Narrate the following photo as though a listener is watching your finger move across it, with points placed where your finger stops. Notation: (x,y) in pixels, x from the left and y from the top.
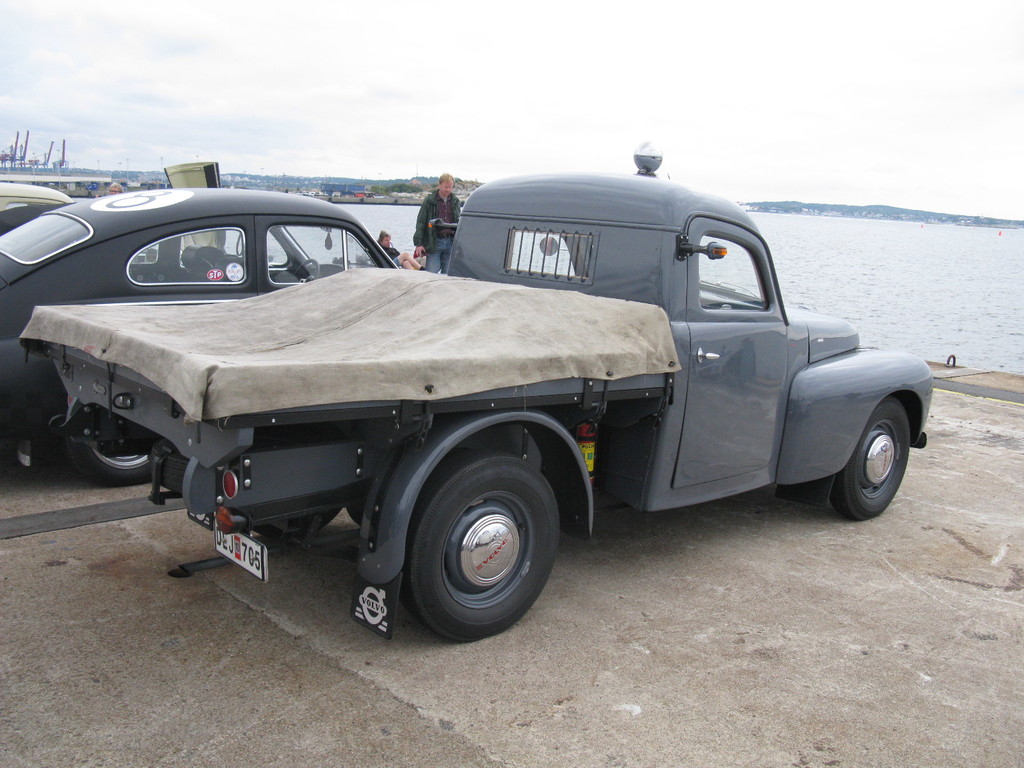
In this image there are vehicles (65,200). In front of the vehicles (444,296) there are people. In the background of the image (962,279) there is water (904,266). There are trees (898,209), buildings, mountains (913,212) and sky (686,72).
